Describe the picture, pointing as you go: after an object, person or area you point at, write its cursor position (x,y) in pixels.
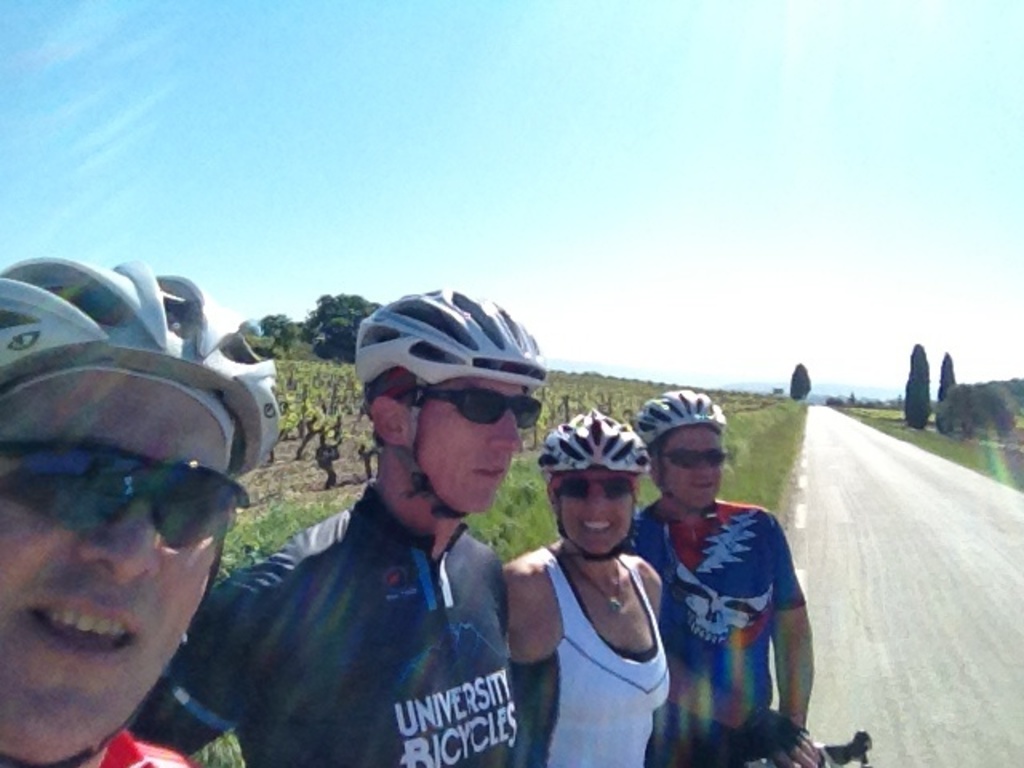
It is an outdoor picture taken on the road (852,665) where four people (541,674) are wearing helmets (660,428) and glasses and at the left corner of the picture (288,322) behind the people (250,336) there are trees (322,344) and the sky (269,117) is very clear, it's a sunny day, on the right side of the pictures there are trees (956,392) and one road (906,647).
